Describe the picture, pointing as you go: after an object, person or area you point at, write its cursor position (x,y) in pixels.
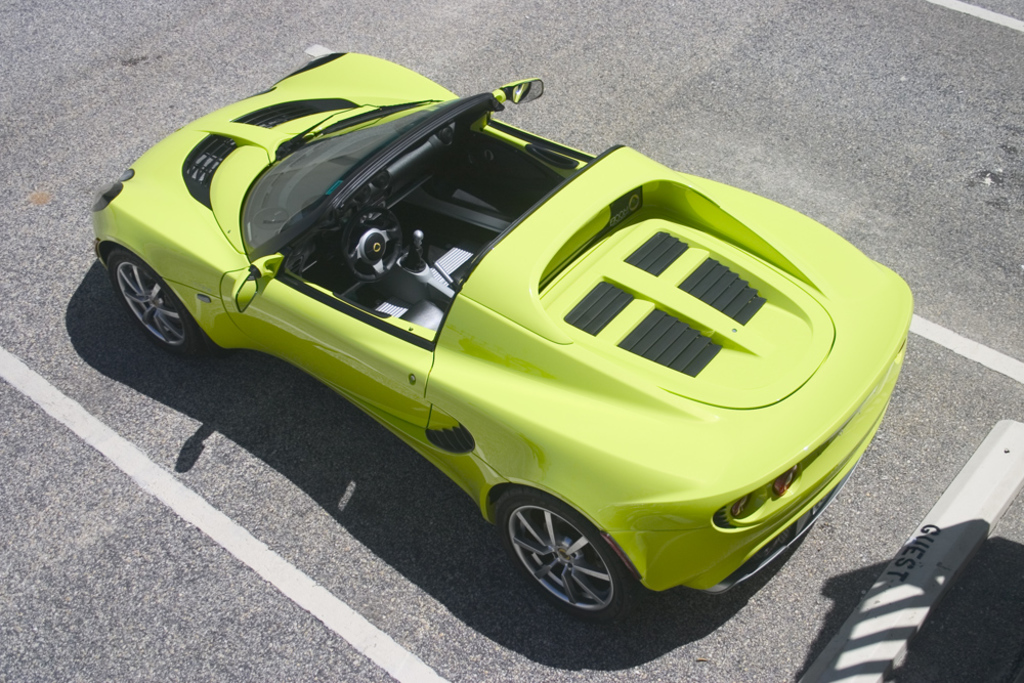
In the middle (404,316) I can see a car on the road (1003,335). This image is taken may be during a day.
